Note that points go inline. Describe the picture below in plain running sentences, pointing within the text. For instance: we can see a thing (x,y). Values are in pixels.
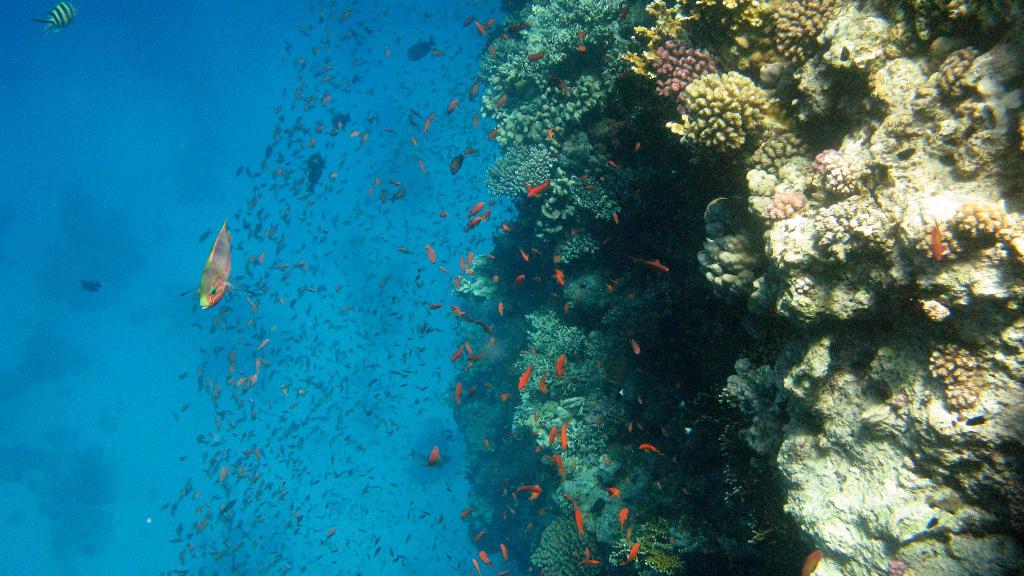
In this picture I can see the fishes (520,280) in the water (344,313), on the right side (826,176) those look like marine organisms (789,289).
